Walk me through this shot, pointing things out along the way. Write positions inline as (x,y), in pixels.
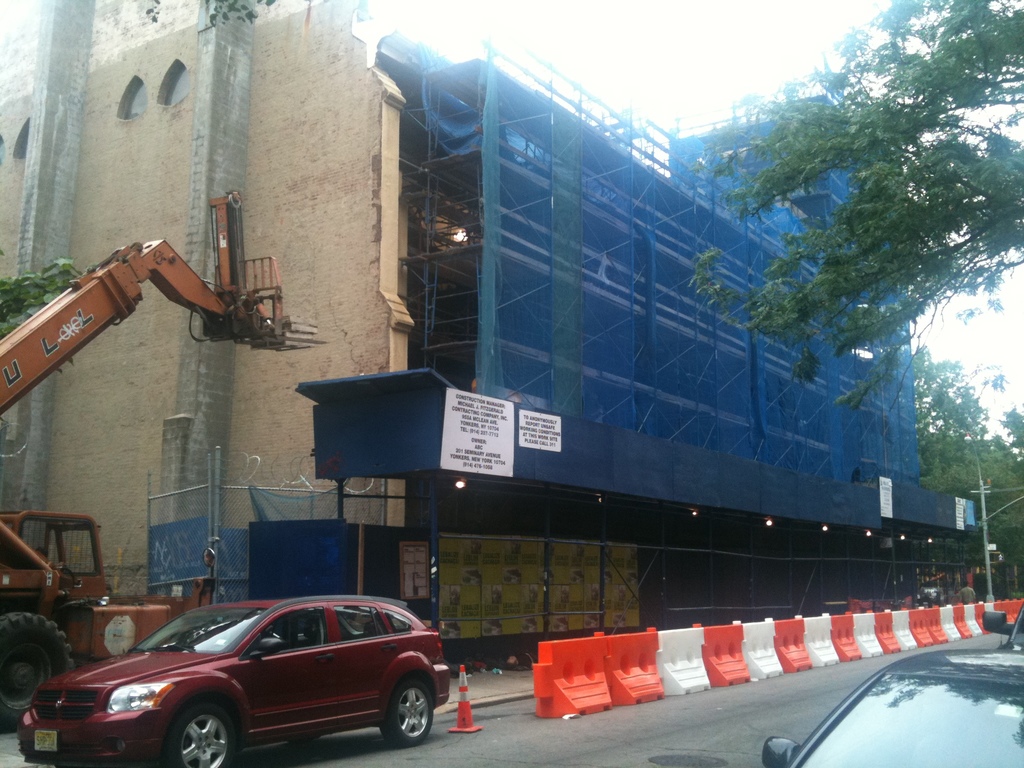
In this image, we can see a building (317,184) with walls (333,184), pillars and rods (528,358). At the bottom (66,668), we can see few vehicles (1019,699), traffic cone (463,715), pole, road (862,667). Right side of the image (883,176), we can see few trees (992,537).
